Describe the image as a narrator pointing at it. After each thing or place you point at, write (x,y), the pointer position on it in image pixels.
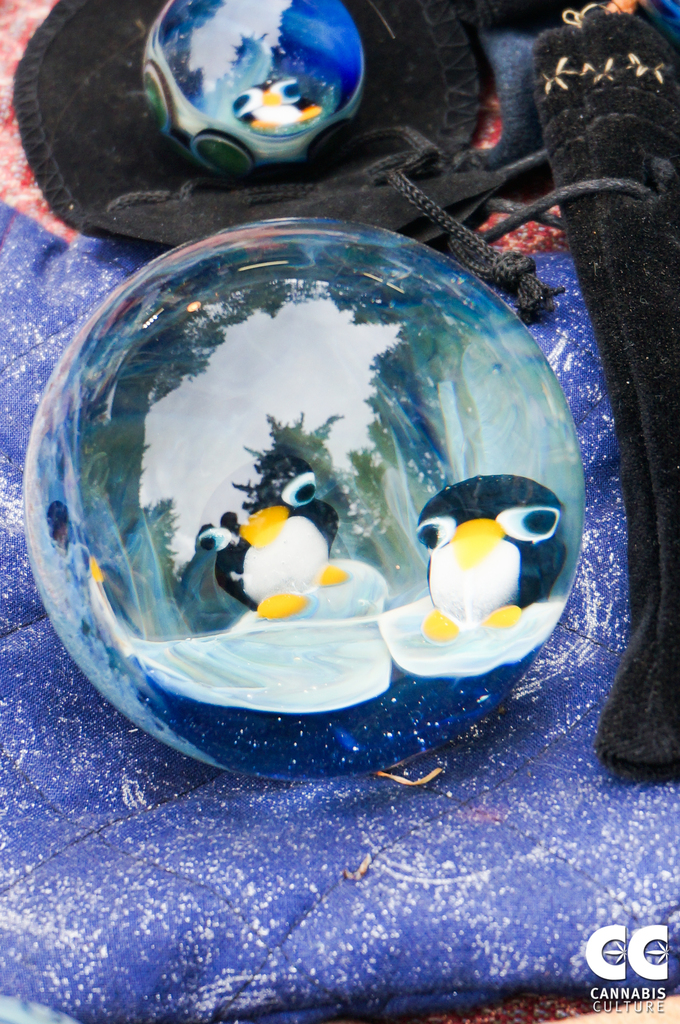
In this image there are two balls (295,296) with toy penguins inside it which are on the clothes (556,360), and there is a watermark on the image.
